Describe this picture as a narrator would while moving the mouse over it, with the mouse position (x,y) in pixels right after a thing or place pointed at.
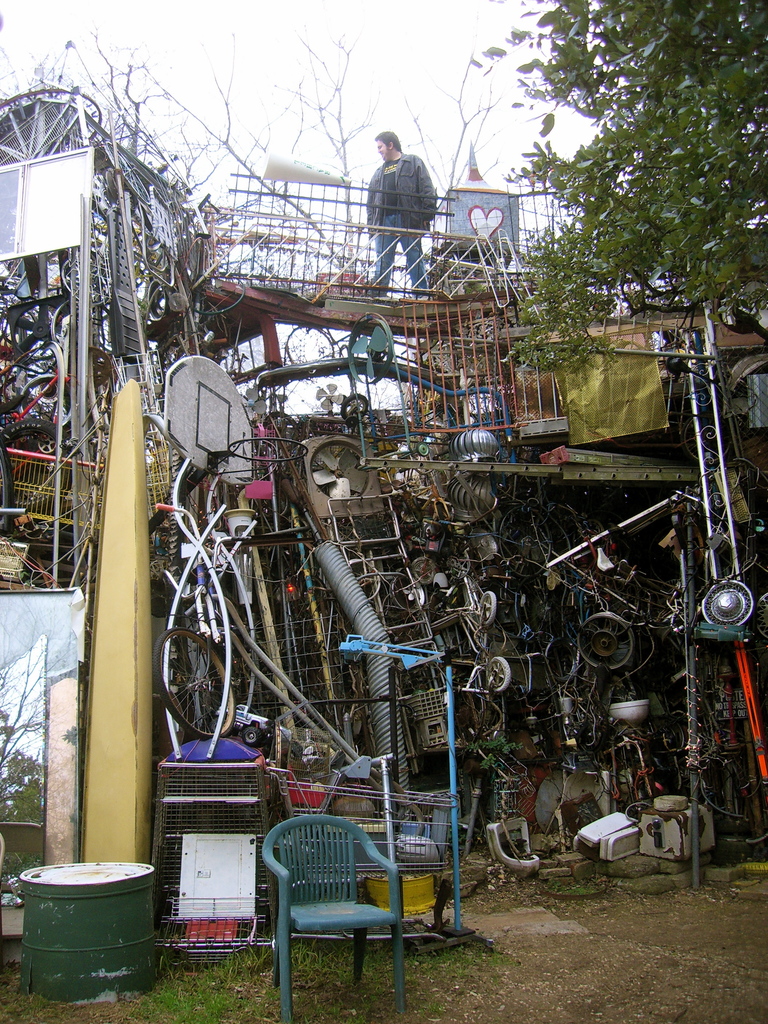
In this image, we can see a chair (390,903) and there is some metal scrap (246,436), we can see a person (419,261) standing and there is a tree (766,246), at the top (338,15) there is a sky (351,17).
